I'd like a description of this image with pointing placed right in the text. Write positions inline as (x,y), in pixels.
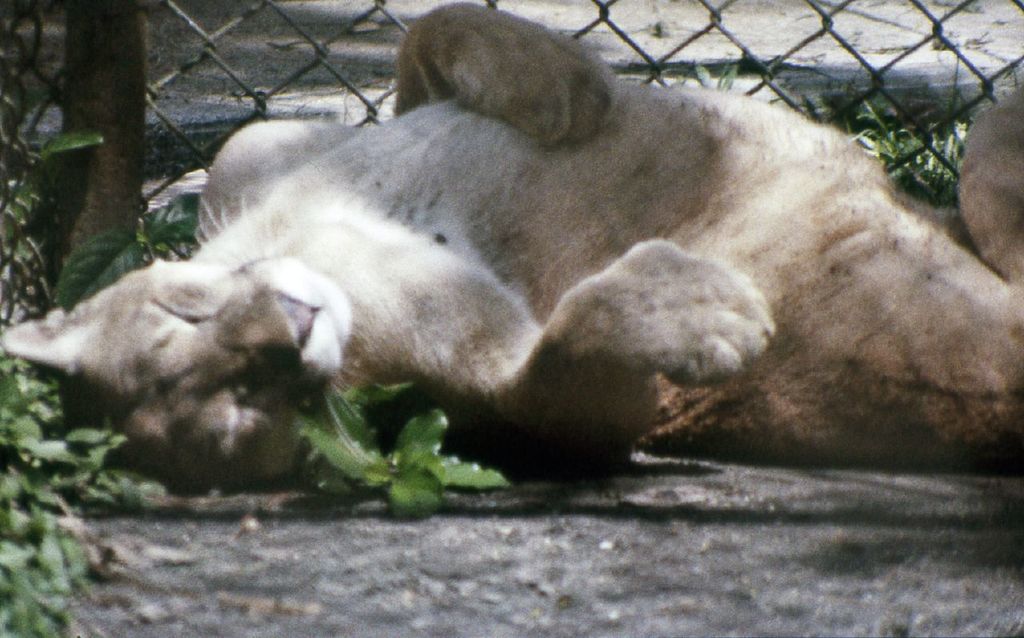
In the center of the image (507,272) there is a cat (359,307) laying on the road (595,562). In the background (192,78) there is a fencing (176,7) and grass (894,126).
